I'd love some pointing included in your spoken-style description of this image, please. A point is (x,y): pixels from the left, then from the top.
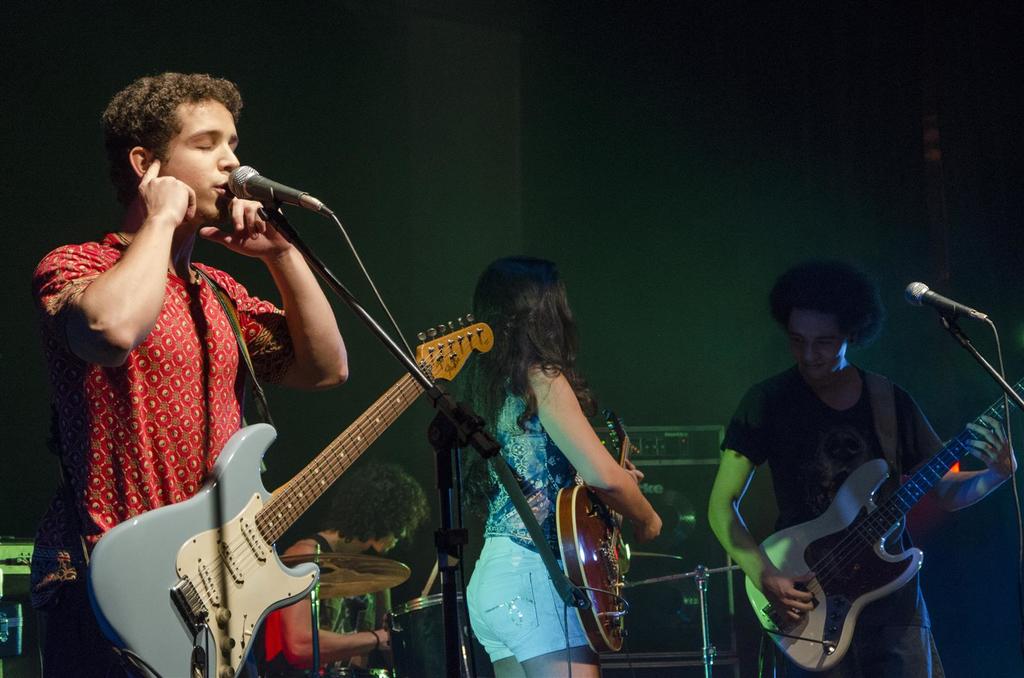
This image is clicked in a musical concert. There are so many people (514,456) in this image. All of them are playing musical instruments (341,459). The one who is on the left side (335,331) is the singing. There are three people (518,541) in the middle (530,398), behind them there is a person (368,530) who is playing drums (422,658).
